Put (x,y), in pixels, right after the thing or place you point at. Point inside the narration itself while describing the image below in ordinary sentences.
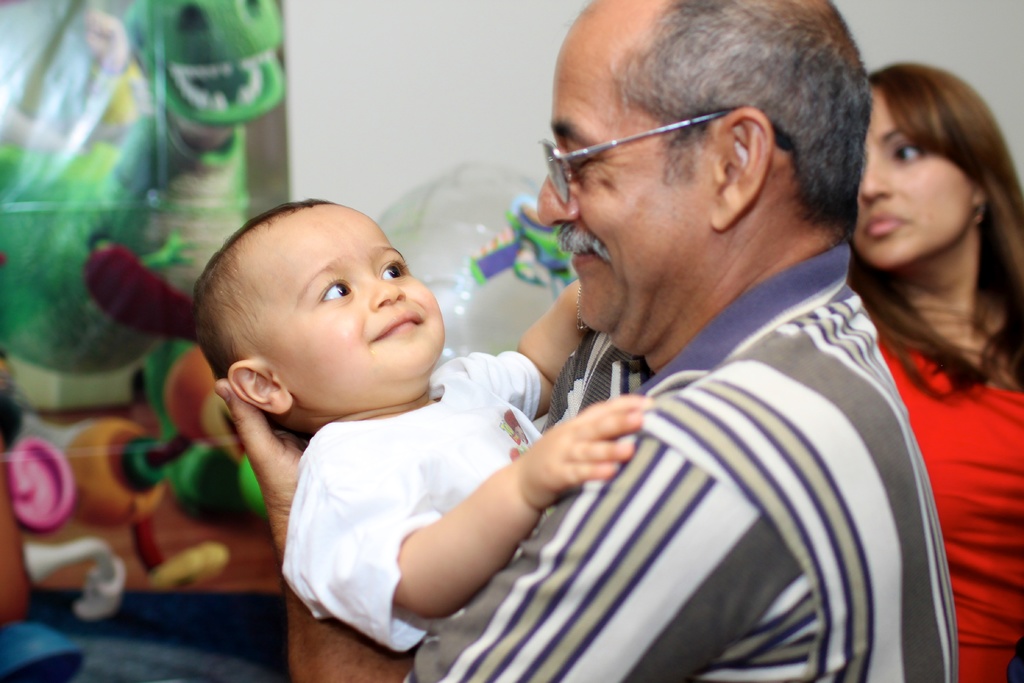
This picture is clicked inside. In the foreground (773,435) there is a man (648,218) holding a baby (435,442) and seems to be standing. On the right corner (892,265) there is a woman (921,392) wearing a red color dress (983,488) and standing. On the left (72,412) we can see the picture (145,169) of some animals (158,401). In the background (352,66) there is a wall (371,63).
